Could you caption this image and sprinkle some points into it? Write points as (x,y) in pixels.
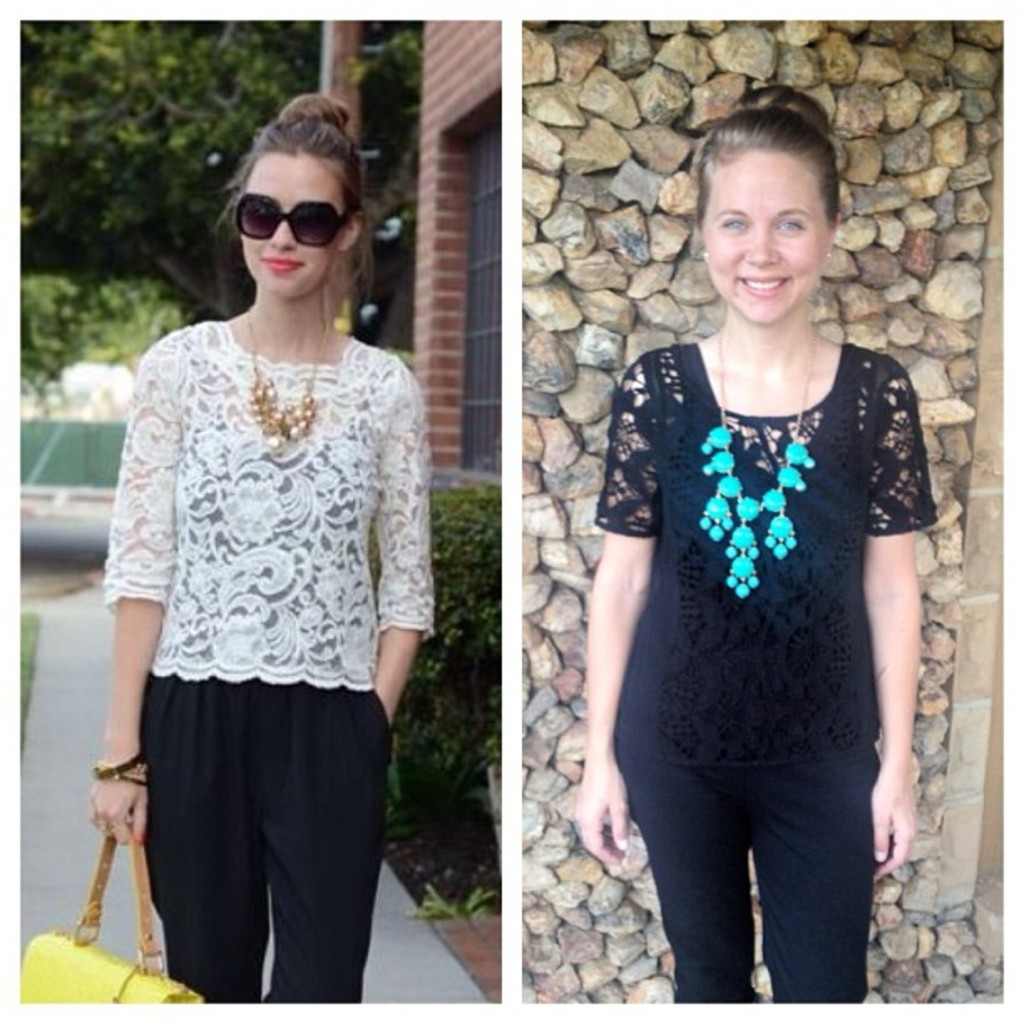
I see this is a collage picture and there are 2 women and both of them are smiling. In the background (940,393) I see the wall (621,30) over here and few plants (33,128) and tree (409,311) over here and I can also see that this woman (126,601) is holding a bag (39,1000).
